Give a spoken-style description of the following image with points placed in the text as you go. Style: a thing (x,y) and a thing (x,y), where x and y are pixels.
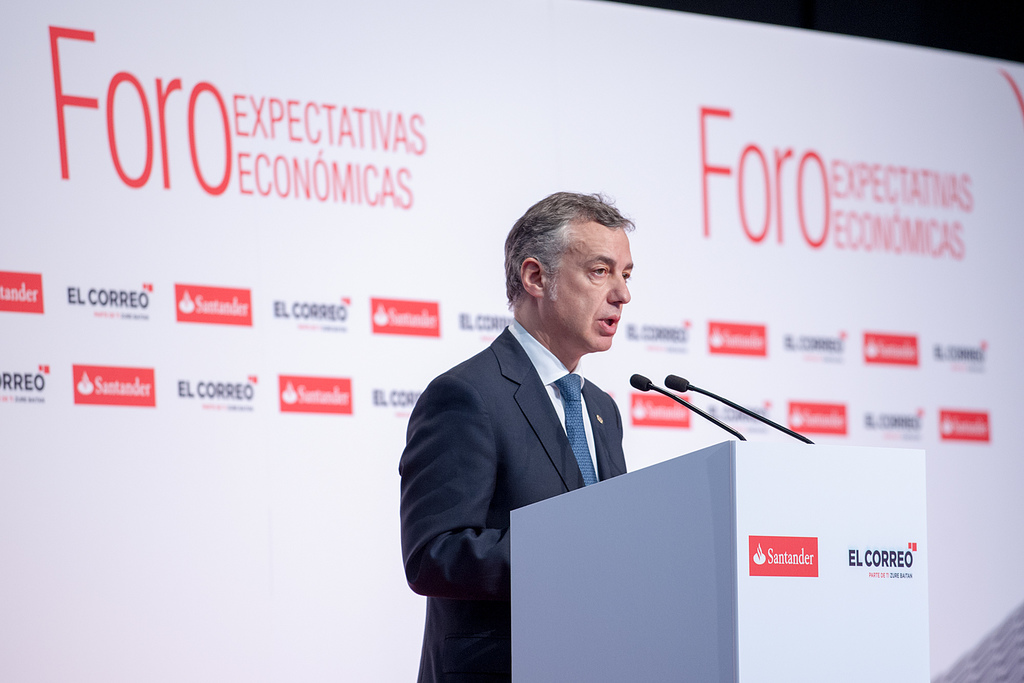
In this image, we can see a person (464,443) in front of the podium (682,595). In the background (397,245), we can see a cardboard banner (898,156).
